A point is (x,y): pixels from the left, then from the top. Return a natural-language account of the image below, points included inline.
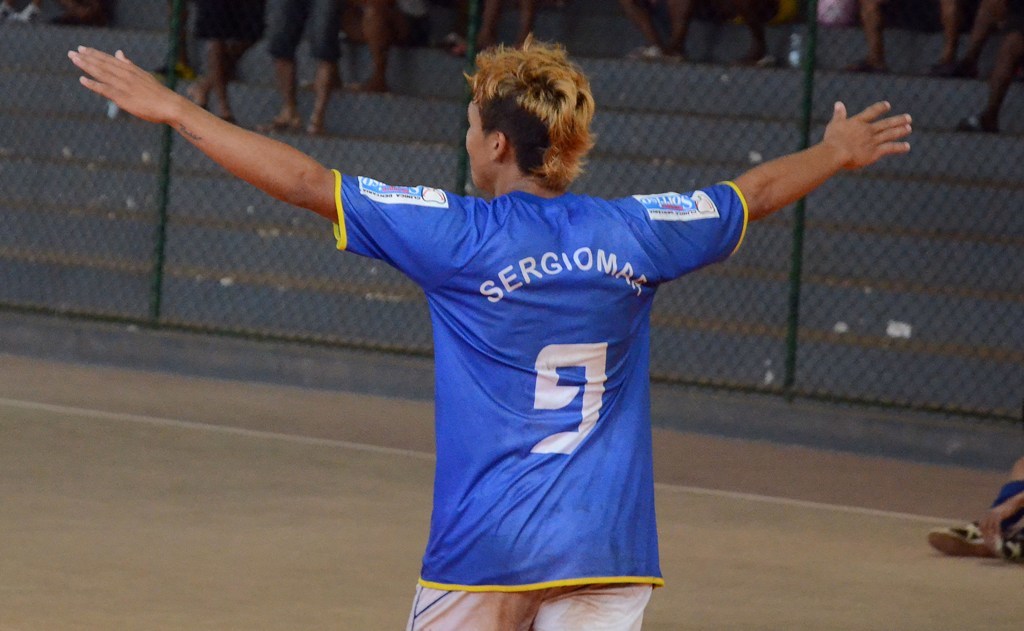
In the image there is a player (455,277), he is standing and stretching his arms (279,167), behind the player (412,204) there is a mesh (100,193) and behind the mesh (61,246) there are few other people (289,78).
